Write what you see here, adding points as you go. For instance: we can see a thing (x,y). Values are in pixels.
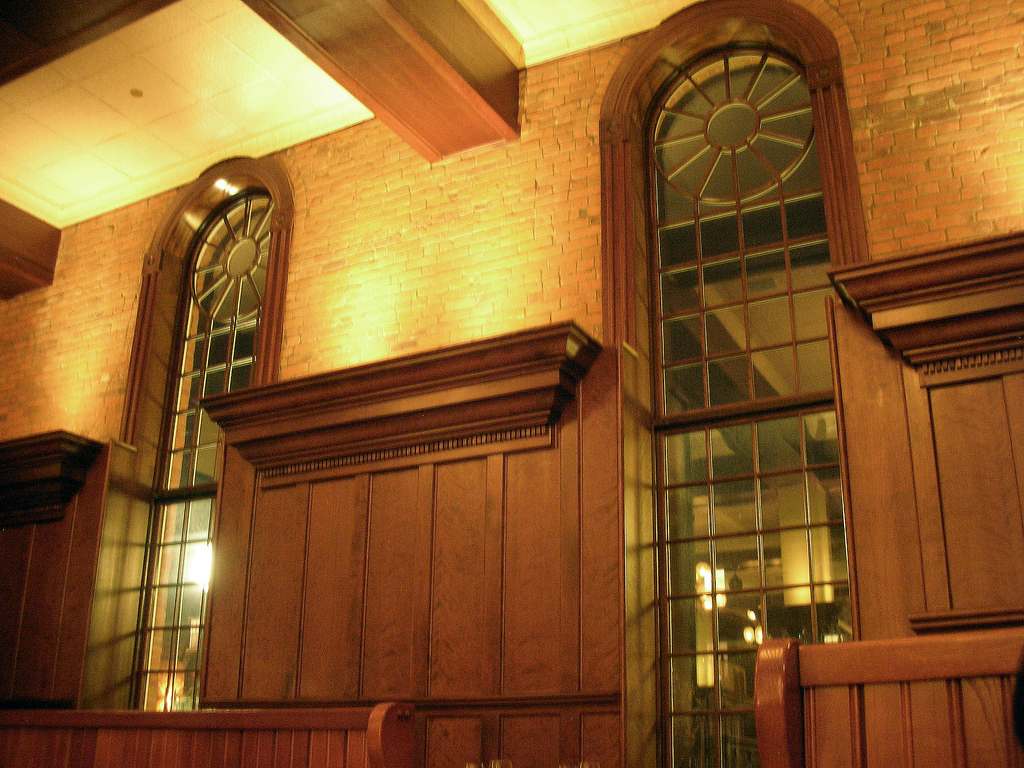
In this picture I can see the wall (931,81) in front (579,411) and I see 2 windows (694,342) and on the top of this picture (144,49) I see the ceiling (170,80).
